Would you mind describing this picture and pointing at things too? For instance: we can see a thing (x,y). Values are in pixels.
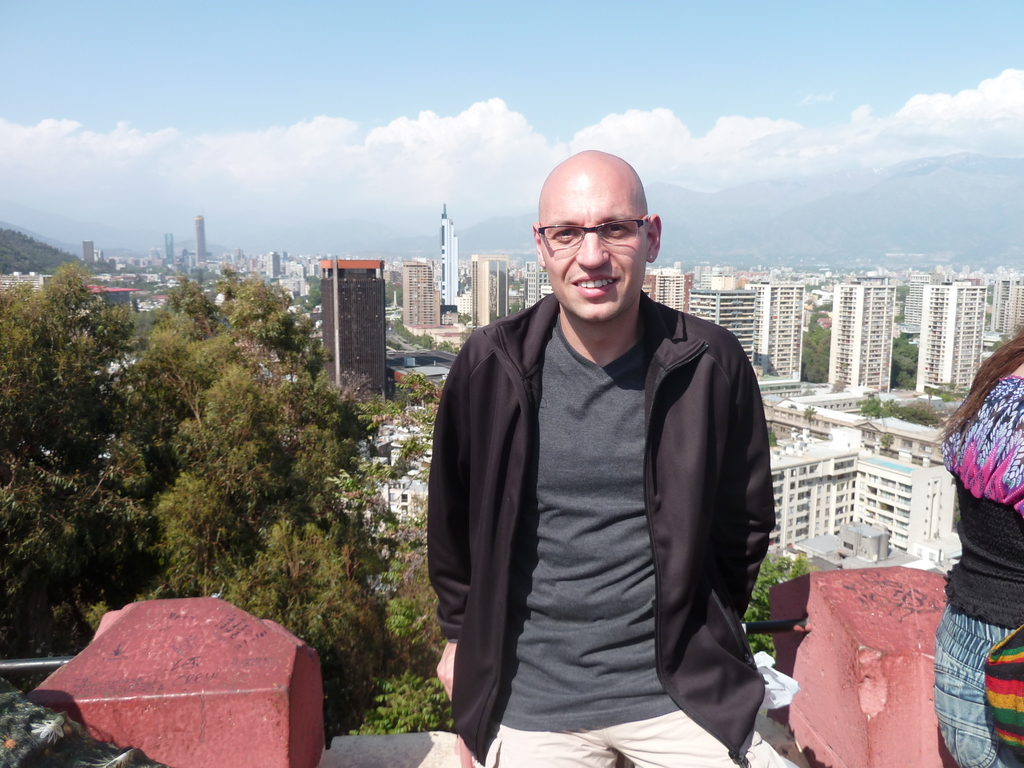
In the picture we can see a man (648,558) sitting on the terrace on the wall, he is wearing a black jacket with T-shirt (555,686) and in the background (341,597), we can see trees (354,592), buildings (402,434), tower buildings (1016,306) and sky (464,182) with clouds (955,126).
